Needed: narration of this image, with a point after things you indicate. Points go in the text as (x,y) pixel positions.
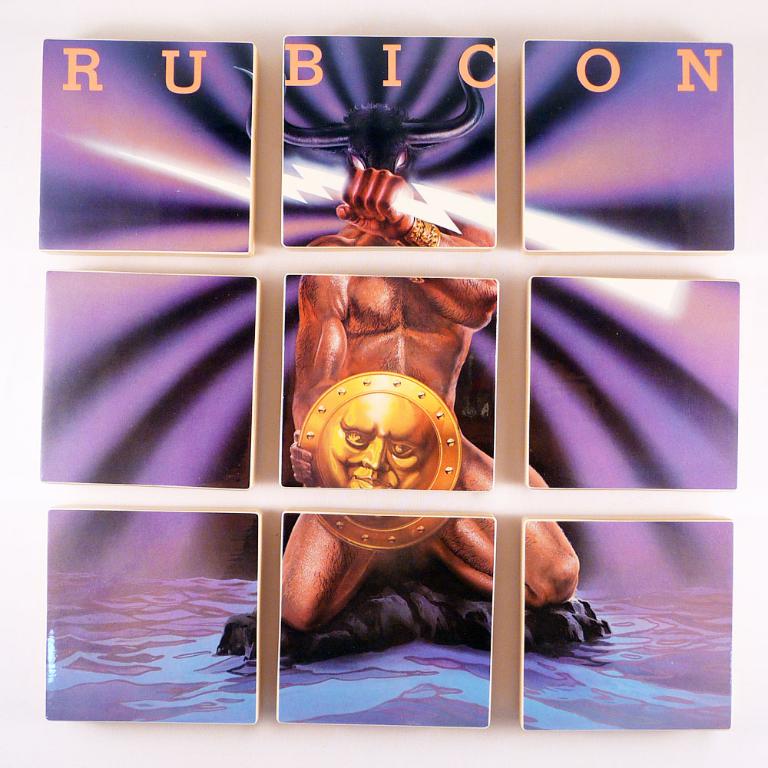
In this picture, we see an illustration of a man (380,321), who is holding a shield (347,411) in his hand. His face (373,117) is edited with the face (395,142) of the bull (367,133). In the background (218,419), it is in violet, black and white color. At the top of the picture (395,66), it is written as "RUBICON". This picture might be an edited image.
